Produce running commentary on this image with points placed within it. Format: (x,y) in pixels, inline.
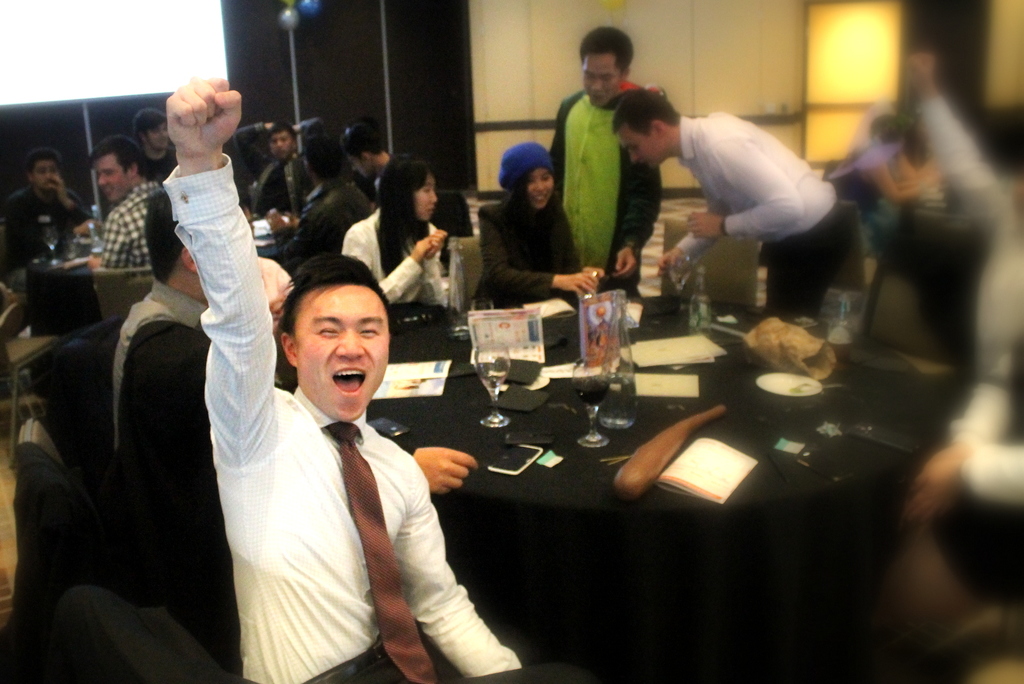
In this image, There is a table (883,498) which is covered by a black color cloth (469,425) on that tables (677,408) there are some glasses (597,376) and bottle (624,340) and there are some phones (519,437), In the left side (318,535) there is a boy (292,569) sitting and he is raising his hand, In the background (256,164) there are some people (276,151) sitting on the chairs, There is a white color wall (535,40).
